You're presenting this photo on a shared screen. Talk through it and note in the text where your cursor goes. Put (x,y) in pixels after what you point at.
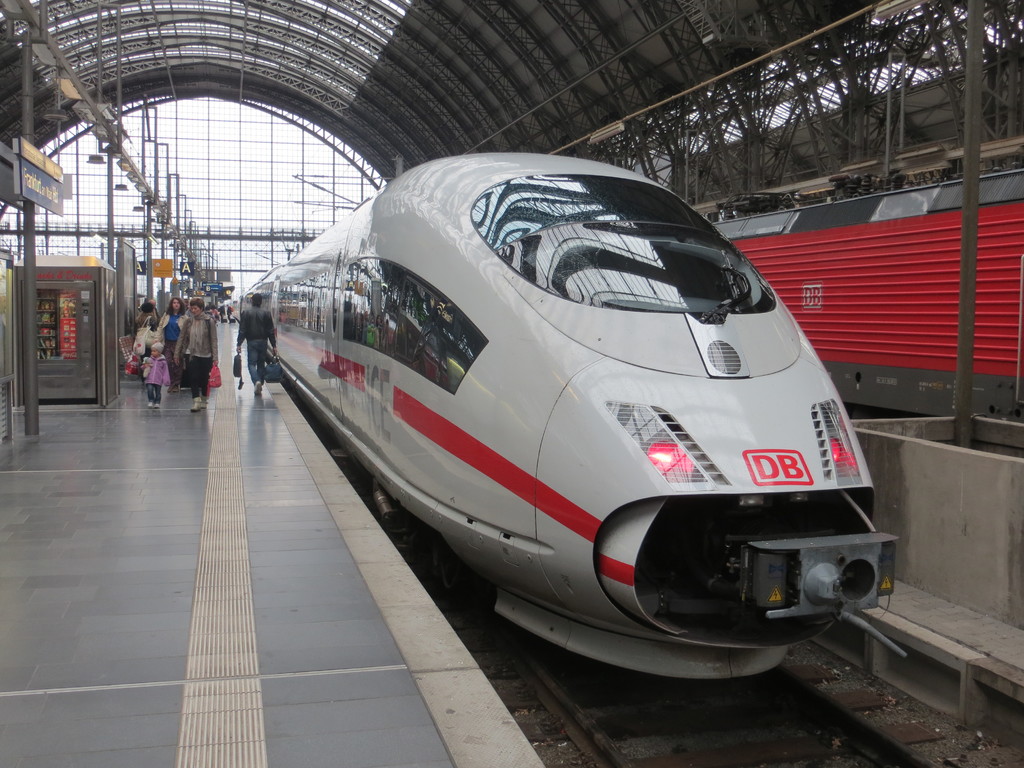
In this image, we can see a train (697,586) on the track (726,708). On the left side of the image (191,268), there are boards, poles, box (91,364), few objects (44,354) and people (189,315) on the platform (199,593). Few people (270,337) are holding some objects (276,371). On the right side of the image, we can see a pole (967,388) and wall (913,514). In the background (181,10), we can see rods (166,36), lights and shed (747,176).
